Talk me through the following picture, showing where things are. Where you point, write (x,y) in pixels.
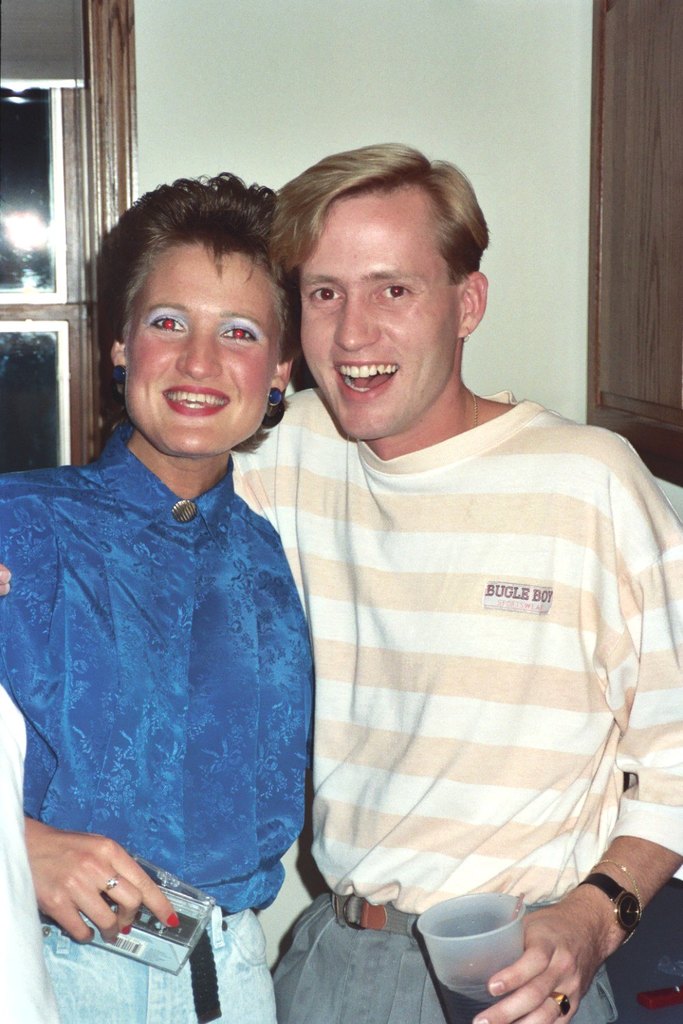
In this image we can see one woman (202,740) and one man (388,258) with smiling faces (379,263) standing near the wall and holding objects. There is one white color object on the bottom left side of the image (44,1004), one object (72,3) near the window (21,389) at the top left side (62,3) corner of the image, one wooden object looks like a cupboard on the right side of the image (616,291), it looks like carpet (639,1021) on the floor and one object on the floor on the bottom right side (645,965) corner of the image.
